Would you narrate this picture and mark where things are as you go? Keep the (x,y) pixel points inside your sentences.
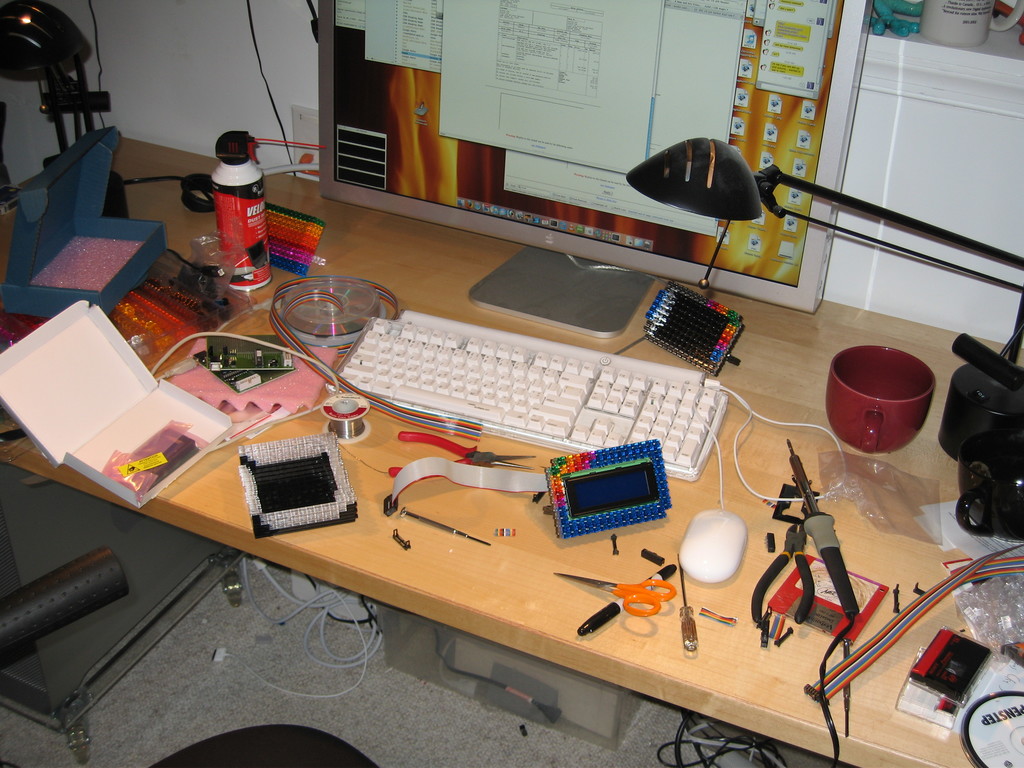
In this image we can see the table (408,556), on that there is a monitor (714,112), keyboard (496,425), mouse (701,554), wirecutter (769,581), soldering machine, scissor (627,609), boxes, bottle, cup (904,427), light (743,176), also we can see some other objects (965,666), under the table (787,646) there are wires (313,623), also we can see the wall (920,207).
